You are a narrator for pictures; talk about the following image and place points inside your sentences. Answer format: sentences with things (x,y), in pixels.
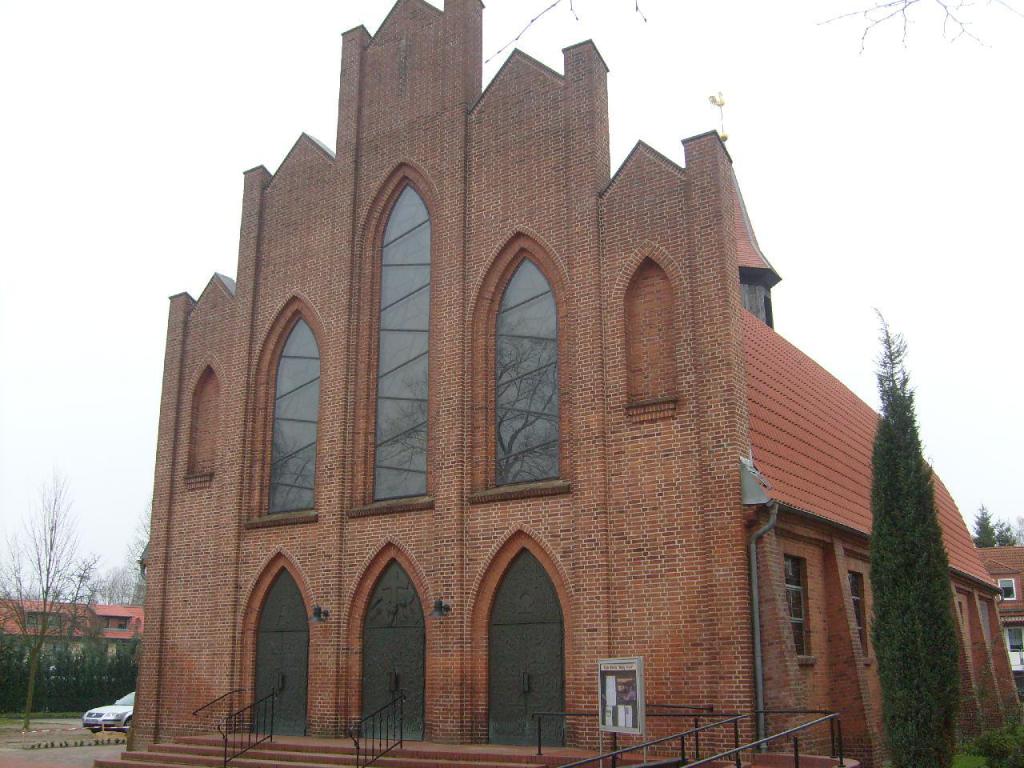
In this image there is a building (546,333), there are roof tiles (854,434) at the top of the building (751,468). There are three doors (413,637) in the front (258,660) and there are handrails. At the front (643,672) there is a board (627,673) and at the right (896,616) there is a tree (893,572) and at the left (112,712) there is a car (97,719) and at the back (129,681) there are trees (51,601) and buildings (59,606). At the top (125,126) there is a sky (198,99).
